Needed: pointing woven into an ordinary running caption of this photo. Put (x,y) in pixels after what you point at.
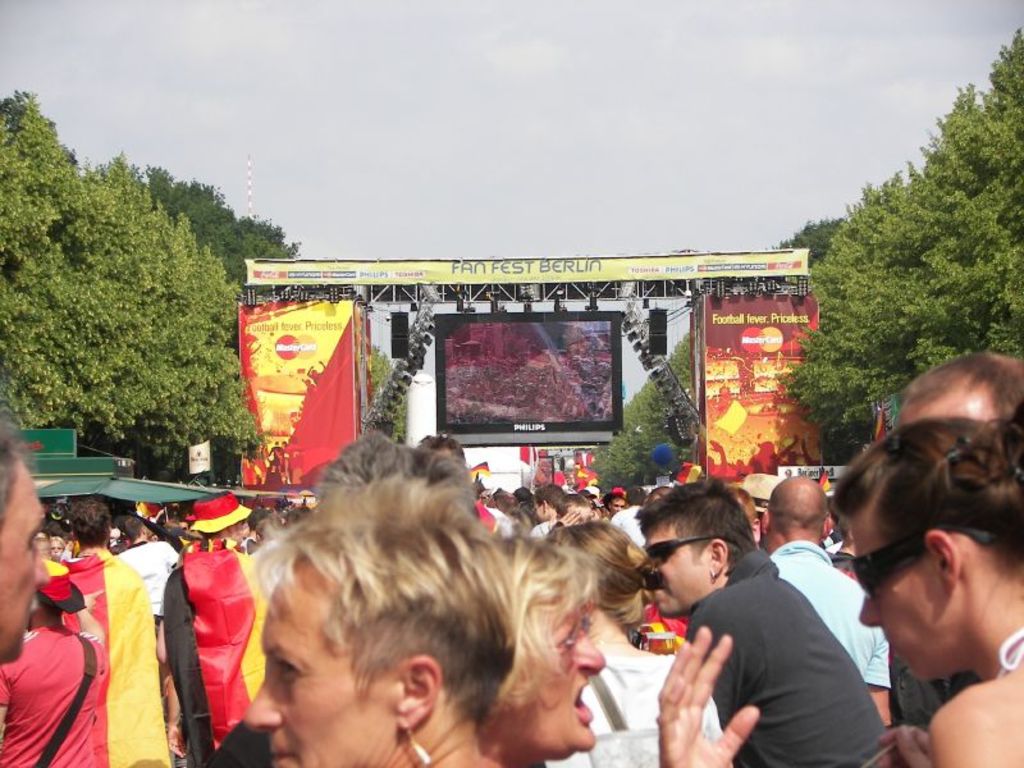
In this image we can see few people (537,565) and in the background (328,319) there is an arch (304,318) with text (311,349) and design (733,399) and there is a screen (493,358) and speakers (404,317) attached to the arch (669,297), there are few trees (990,255) on both sides of the image and sky (618,99) on the top (492,77).
